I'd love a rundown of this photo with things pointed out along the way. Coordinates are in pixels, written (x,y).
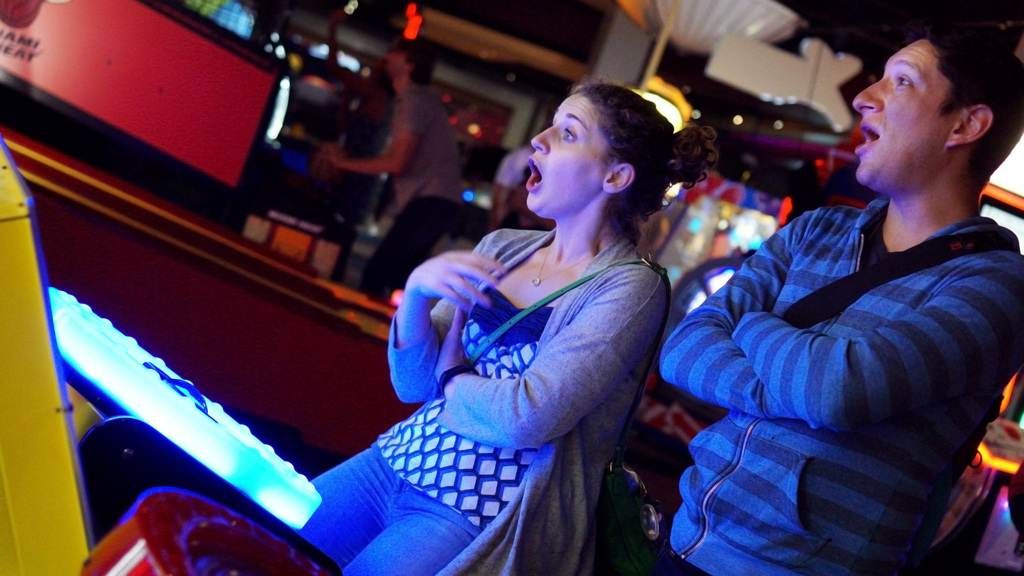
In this image I can see two people (628,336) with different color dresses (730,315). In-front of these people (586,350) I can see the gaming objects (103,452) which are colorful. In the background (380,282) I can see one more person (362,171) and the lights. But it is blurry.
